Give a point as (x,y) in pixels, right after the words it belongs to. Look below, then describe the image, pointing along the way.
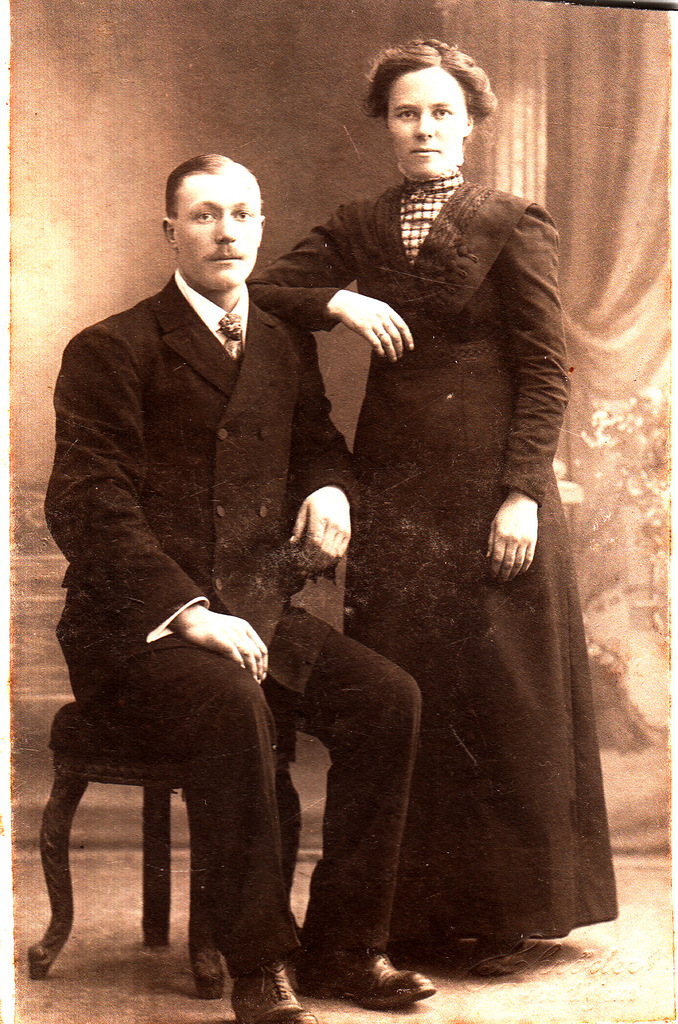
In this image I can see a man (324,719) sitting on the stool (33,961) beside him there is a lady (380,437) standing.
